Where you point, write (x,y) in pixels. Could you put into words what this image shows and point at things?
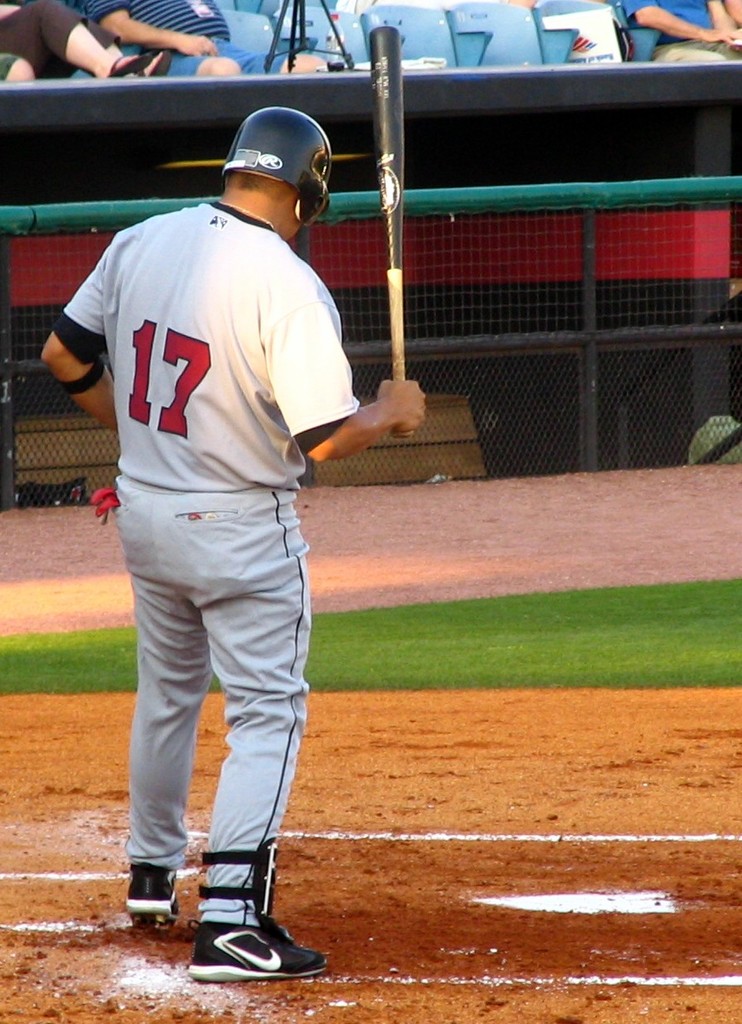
In this image I can see a person (235,885) standing, the person (243,600) is wearing white color dress (247,619), black helmet (309,153) and holding a bat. Background (522,343) I can see the fencing (405,333) and few other people (119,56) sitting.
